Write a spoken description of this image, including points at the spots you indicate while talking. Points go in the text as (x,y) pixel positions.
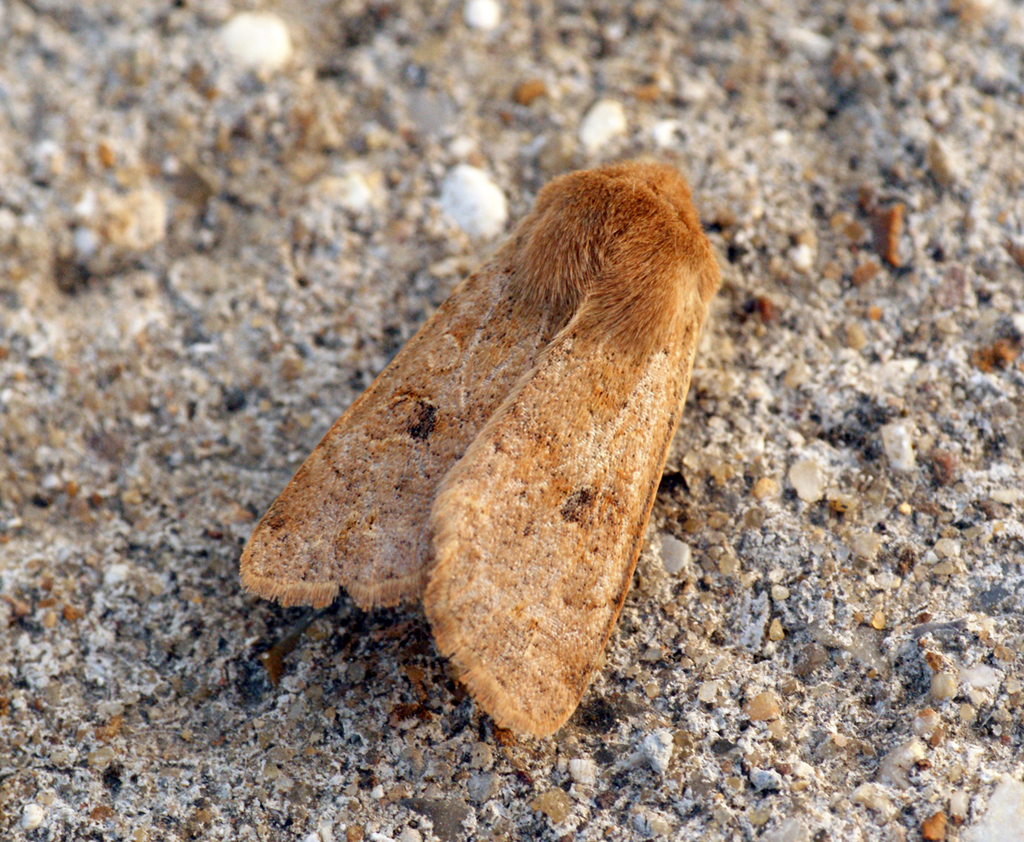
In this picture we can see an insect (488,451) on the path (433,248).
